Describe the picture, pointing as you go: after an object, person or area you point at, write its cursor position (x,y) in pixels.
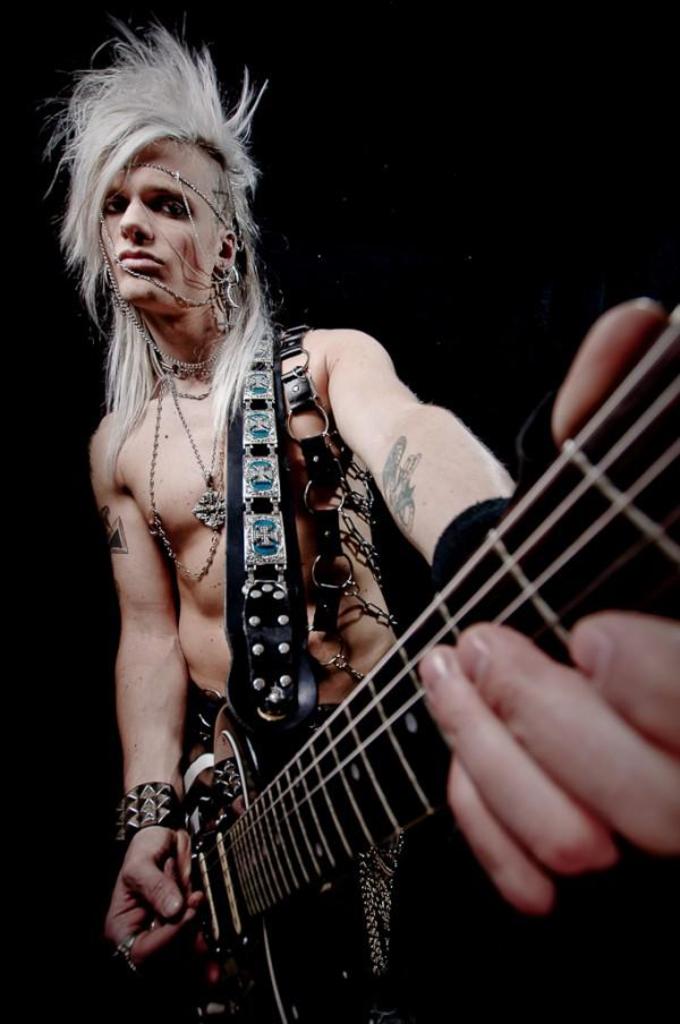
In this picture a guy (150,379) who is playing a guitar (226,881) and is wearing a beautiful objects (166,799) and also has a funky hairstyle (230,209). The background is black in color.
